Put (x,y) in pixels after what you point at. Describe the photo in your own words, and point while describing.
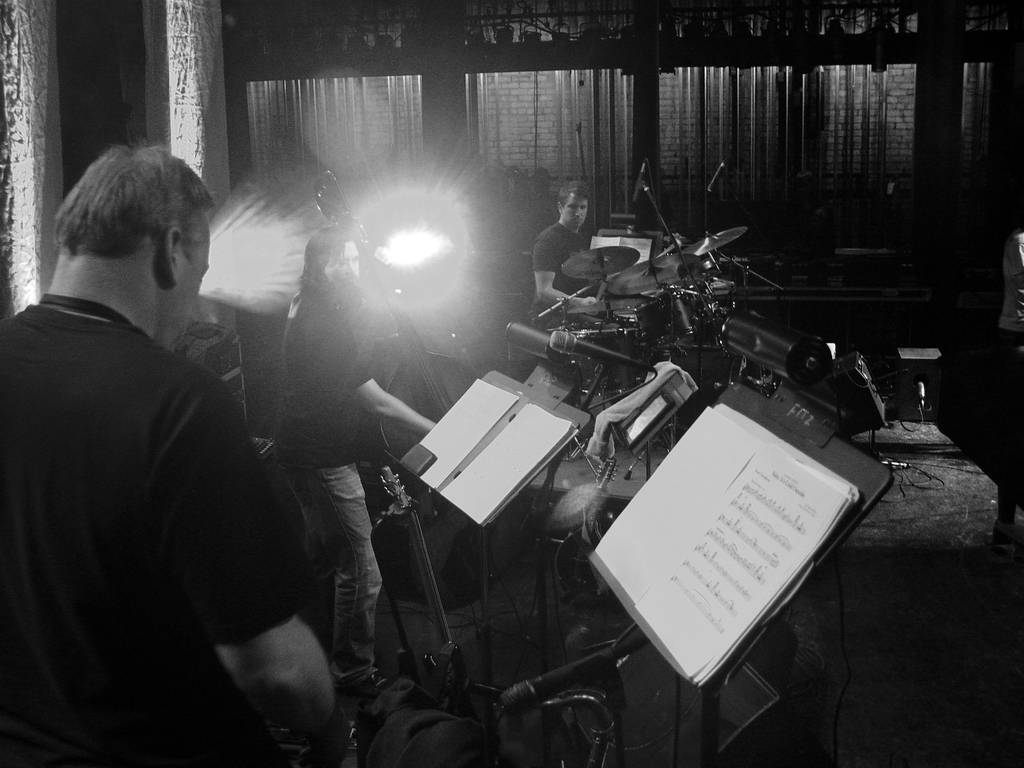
Three men (536,266) are playing music on a stage (692,385). Of them a man (568,221) is playing drums (636,327) and other is playing cello (336,204).
